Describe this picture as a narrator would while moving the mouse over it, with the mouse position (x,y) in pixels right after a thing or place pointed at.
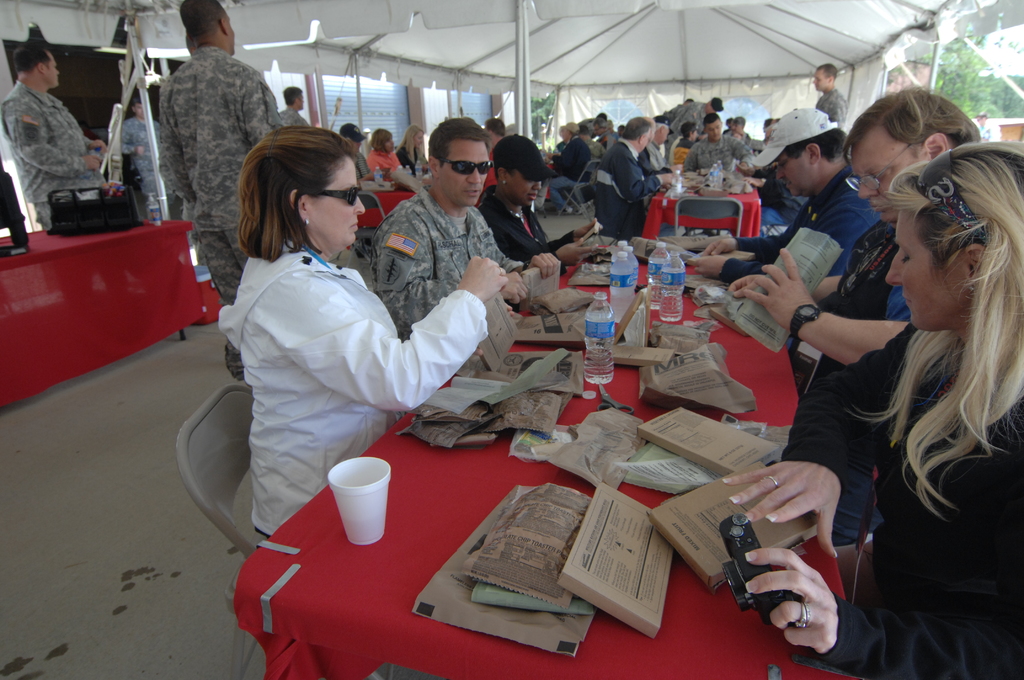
This picture describes about group of people (351,308), they are all in the tent (511,55), few (377,349) are seated on the chairs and few (207,84) are standing, in front of them we can see few cups (379,501), bottles (679,191), covers (646,373) and other things (649,359) on the tables (172,272), and we can see few people (320,200) wore spectacles (476,169) and caps (520,172), in the background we can find few trees (960,72).
